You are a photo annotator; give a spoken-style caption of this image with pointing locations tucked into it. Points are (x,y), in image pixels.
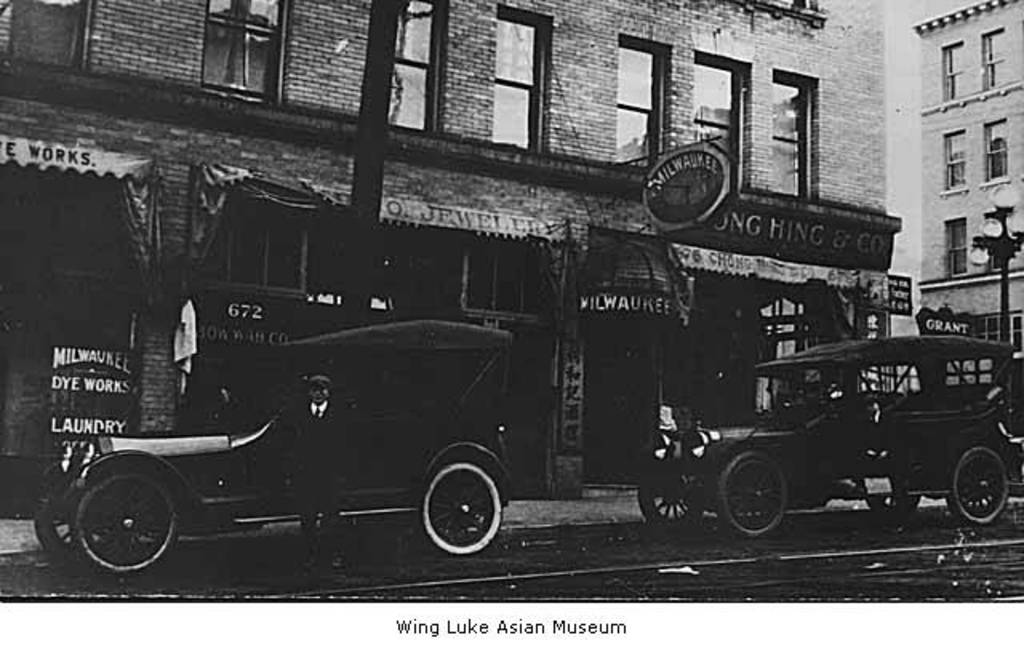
In this black and white image, there are two cars (827,444) beside the building (311,219). There is a person (325,448) at the bottom of the image (338,449), standing and wearing clothes (324,452). There is an another building (921,199) on the right side of the image (945,248).
